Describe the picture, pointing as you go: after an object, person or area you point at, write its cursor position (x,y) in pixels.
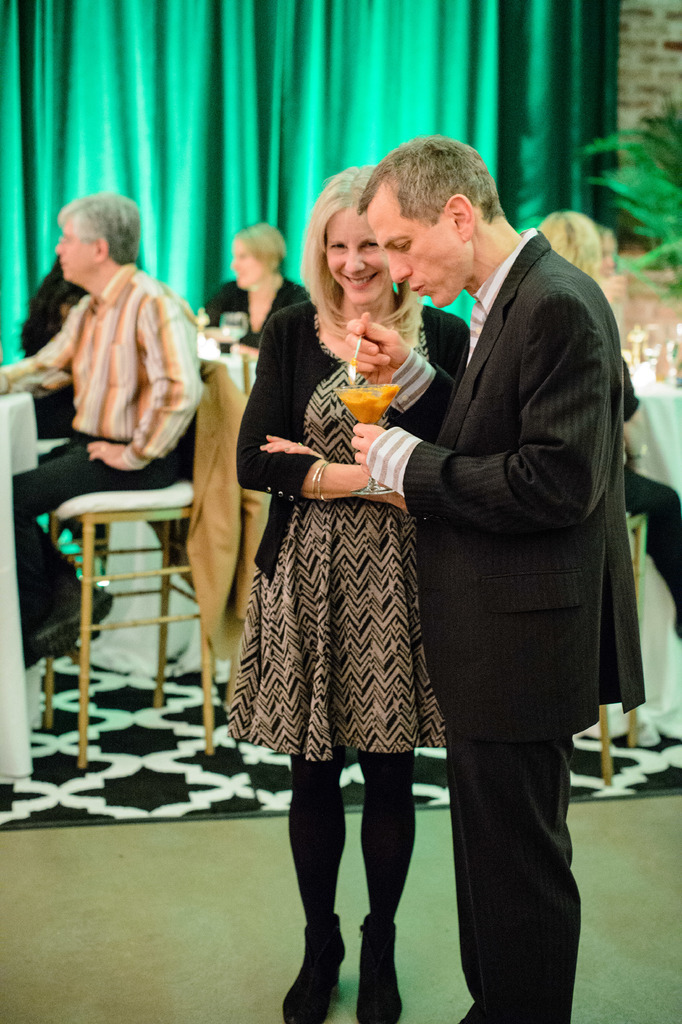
In this image there are people (239,455), chairs (153,500), tables (655,431), plant (653,236), curtain (376,44), jacket (204,502) and objects (667,383). In the front of the image (469,286) I can see a person (504,664) is holding a glass (369,385) with one hand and holding a spoon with the other hand (369,358).
